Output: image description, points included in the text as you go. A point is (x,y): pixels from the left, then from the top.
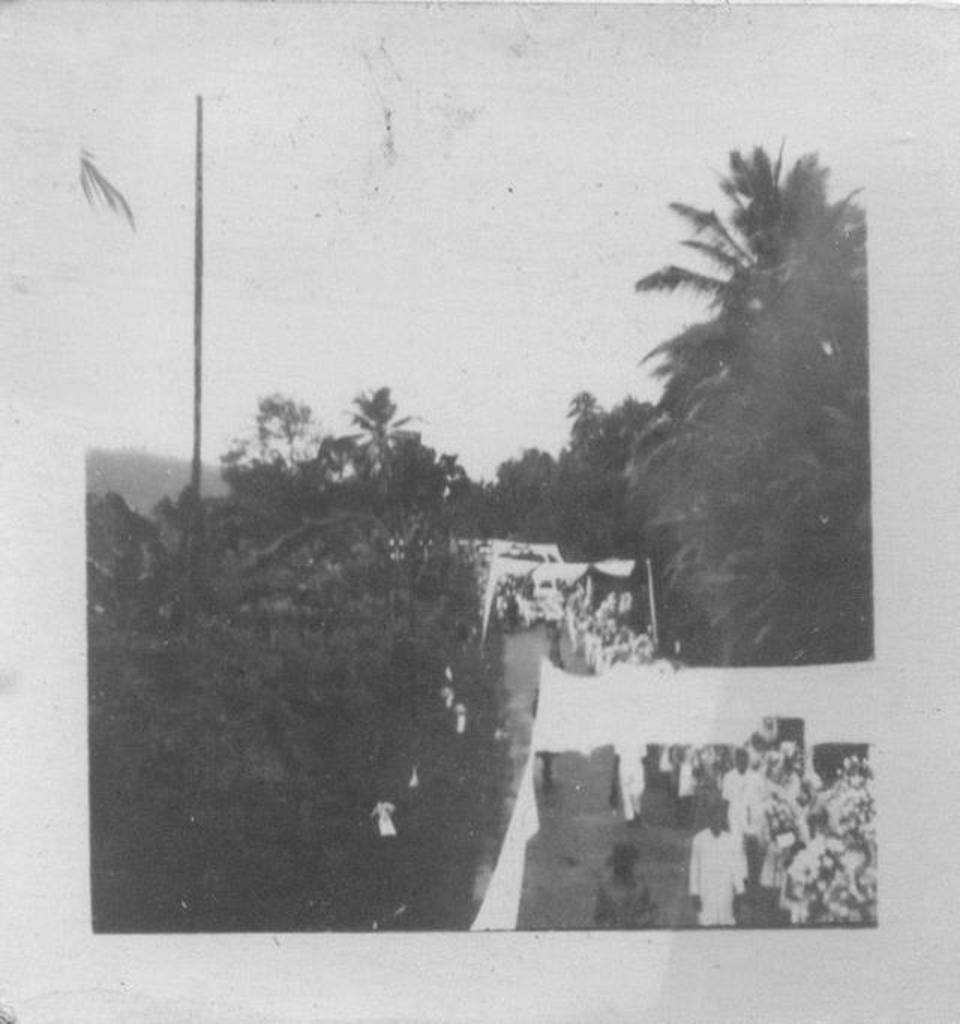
This is black and white image. In this image, we can see people (623,654), trees (716,489) and arches (493,584) made with clothes (540,552). In the background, there is the sky (474,282).
